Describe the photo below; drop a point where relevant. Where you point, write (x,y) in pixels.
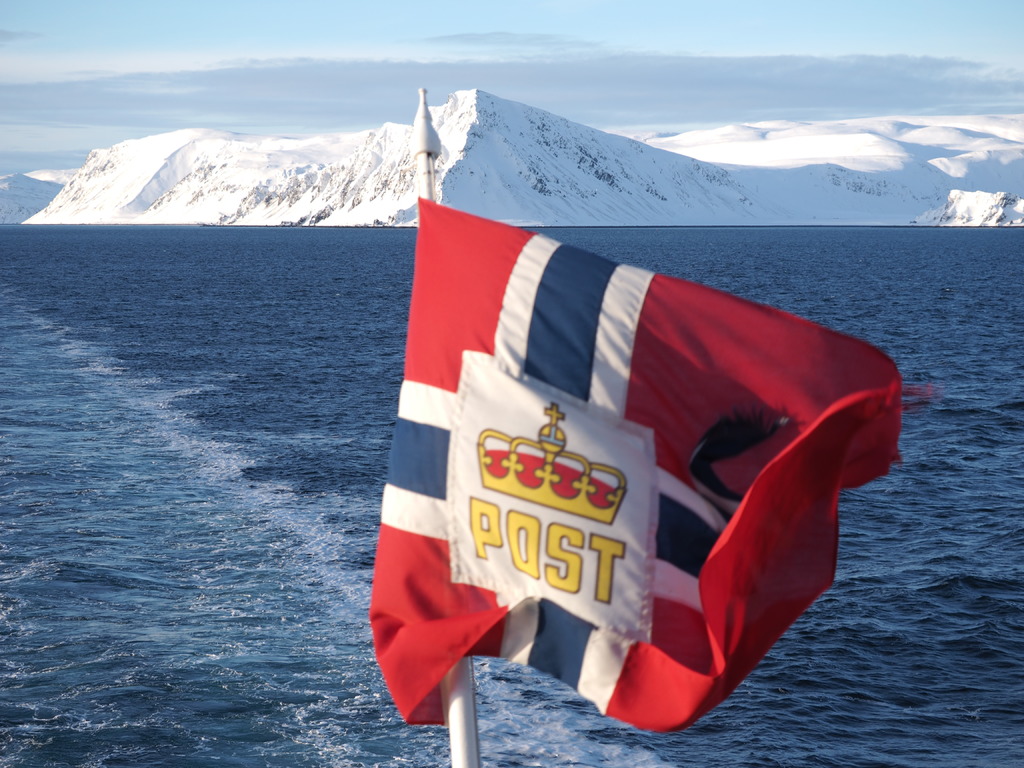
In the middle (572,415) it is a flag (613,537) which is in red color and this is water (242,473), on the long back side these are the mountains (496,167) with snow (471,160).
